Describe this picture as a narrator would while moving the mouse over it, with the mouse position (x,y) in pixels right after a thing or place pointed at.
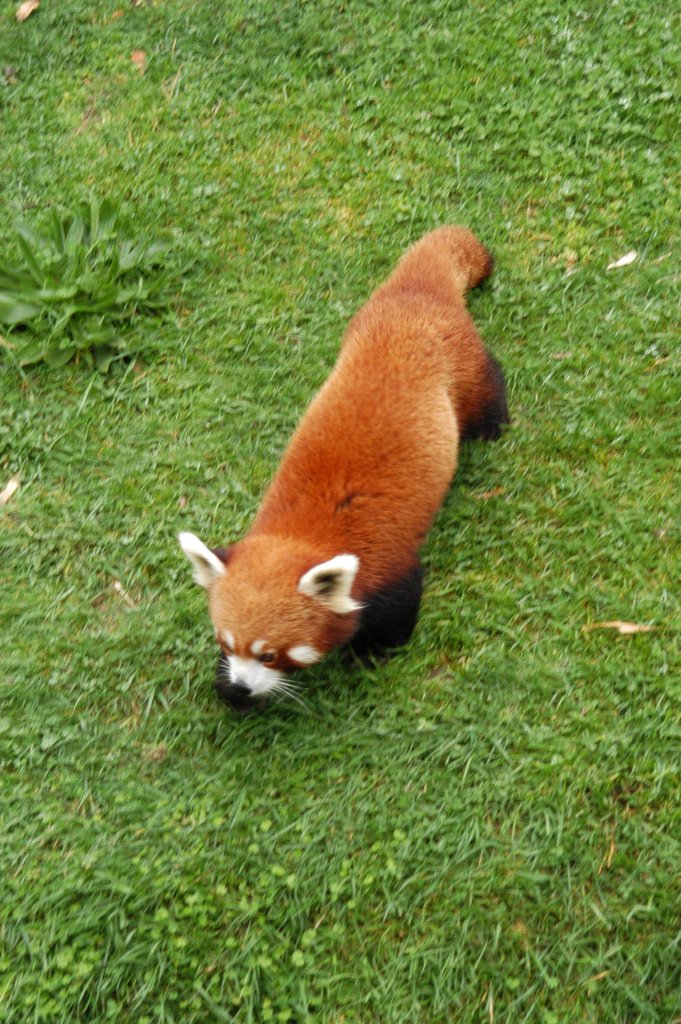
In the middle of the image (311,514) there is a animal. Bottom of the image (575,921) there is grass (68,67).
